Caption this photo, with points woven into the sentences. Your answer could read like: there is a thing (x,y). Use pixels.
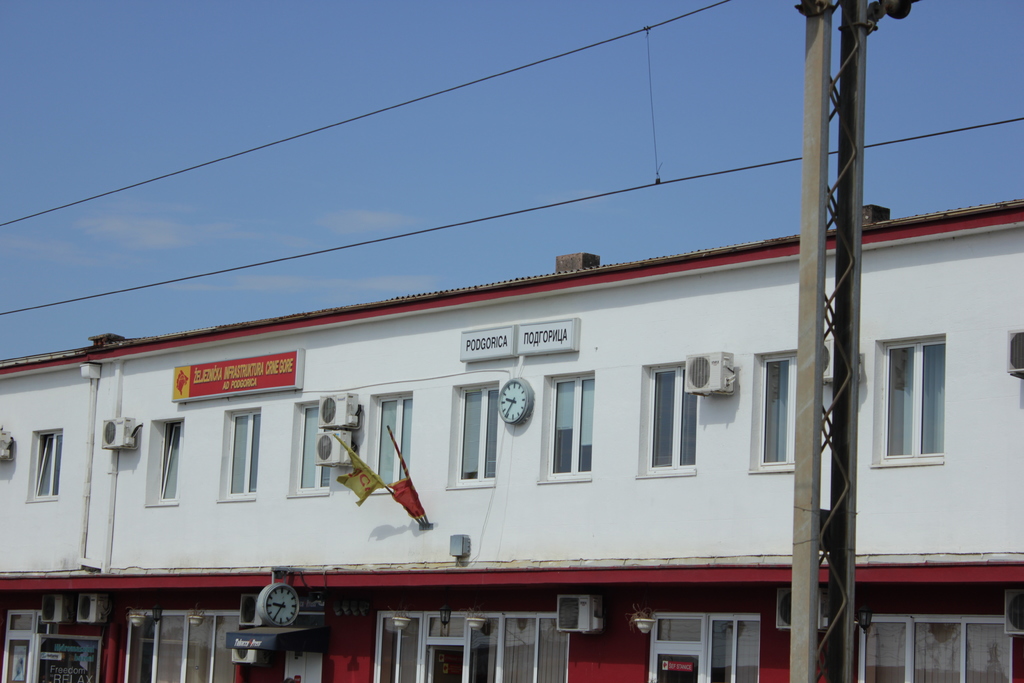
In this image I can see in the middle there is a watch (509,399) to the wall (519,455) of this building (532,509), there are glass windows (567,425), at the top (101,121) it is the electric cable (684,15) and there is the sky (264,78).
